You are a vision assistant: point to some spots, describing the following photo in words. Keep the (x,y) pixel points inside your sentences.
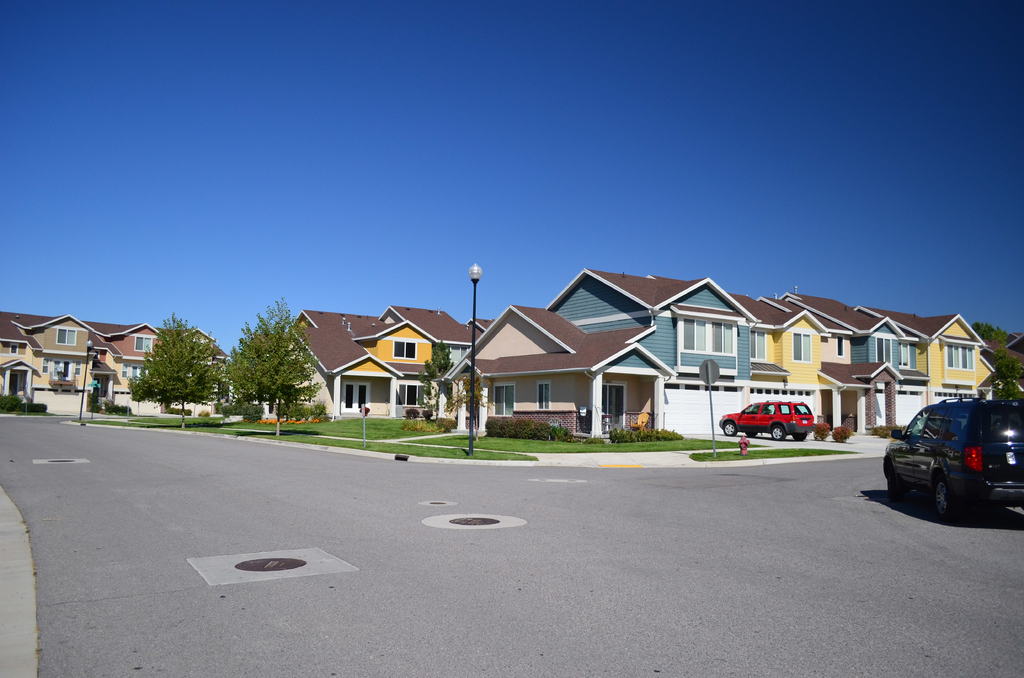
In this picture there are many colorful shed houses (464,325) and some trees (274,362). In the front (542,597) we can see road (811,550) a black color car (891,470) is moving.
